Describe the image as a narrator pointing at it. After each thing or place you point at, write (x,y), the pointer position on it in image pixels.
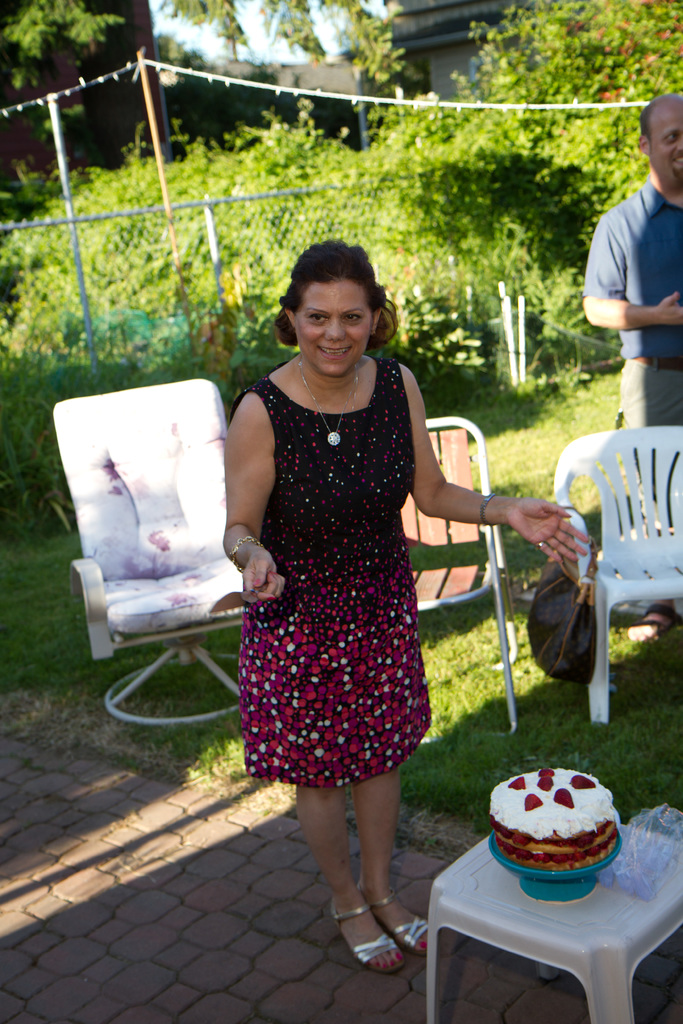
Front this woman (314,823) is standing and smiling. In-front of this woman (375,742) there is a table (655,915), on this table (606,919) there is a cake (501,801). Backside of this woman (310,516) there are chairs (653,544). Far this person (650,285) is standing. Backside of this man (658,255) there are plants (553,205).
